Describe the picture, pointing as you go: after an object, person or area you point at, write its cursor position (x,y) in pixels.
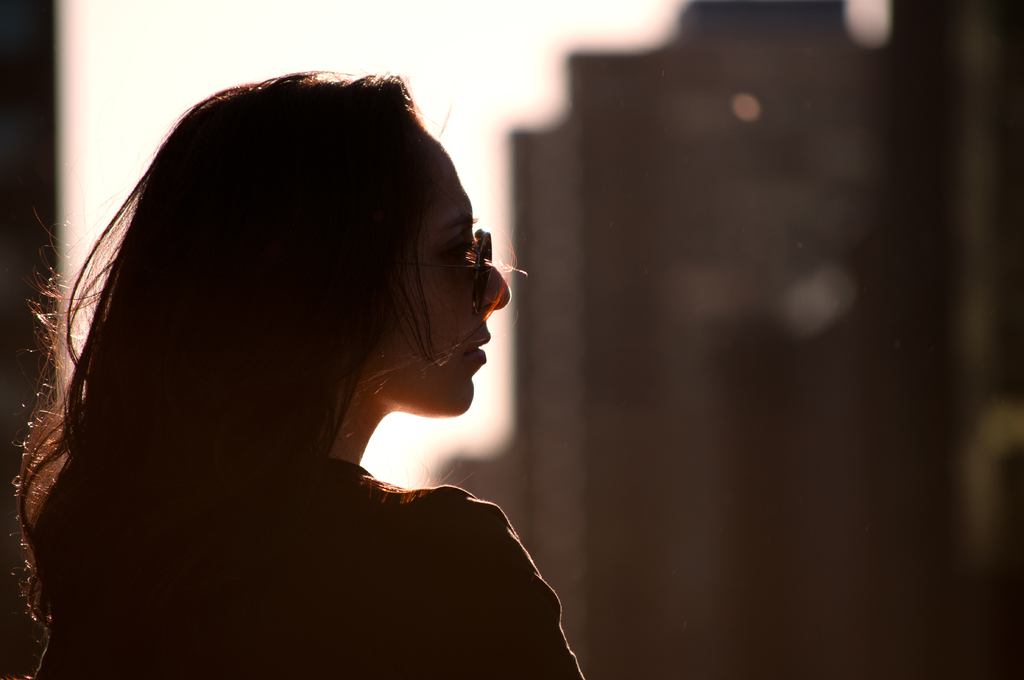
In this image we can see a woman (253,440). There is a blur background (594,638) and we can see sky (335,19).
